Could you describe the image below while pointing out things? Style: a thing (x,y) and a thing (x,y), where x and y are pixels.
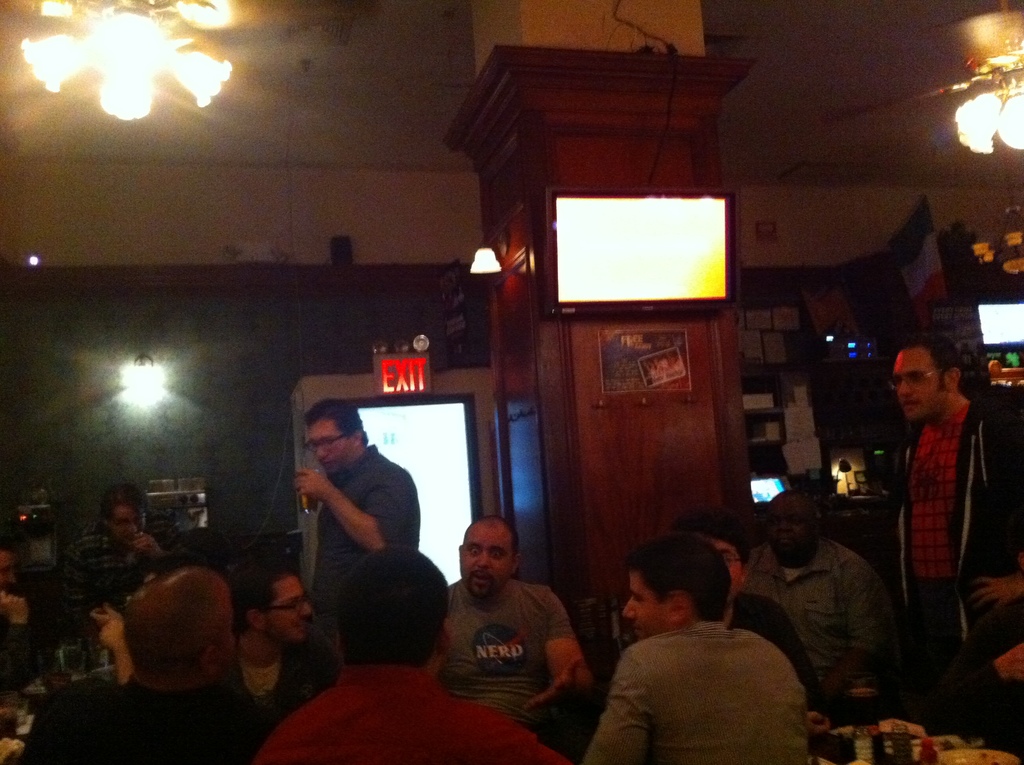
In this picture, we see many people (746,591) are sitting on the chairs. Beside them, we see tables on which some objects (890,722) are placed. Here, we see two men (313,481) are standing. The man (400,509) in the blue shirt (399,521) is holding a glass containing the liquid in his hand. Behind him, we see a pillar (604,466) on which poster (610,378) and the television (596,309) are placed. In the background (267,410), we see the exit board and a wall (233,407) on which posters (788,406) are pasted. This picture might be clicked in the hall (633,487).
